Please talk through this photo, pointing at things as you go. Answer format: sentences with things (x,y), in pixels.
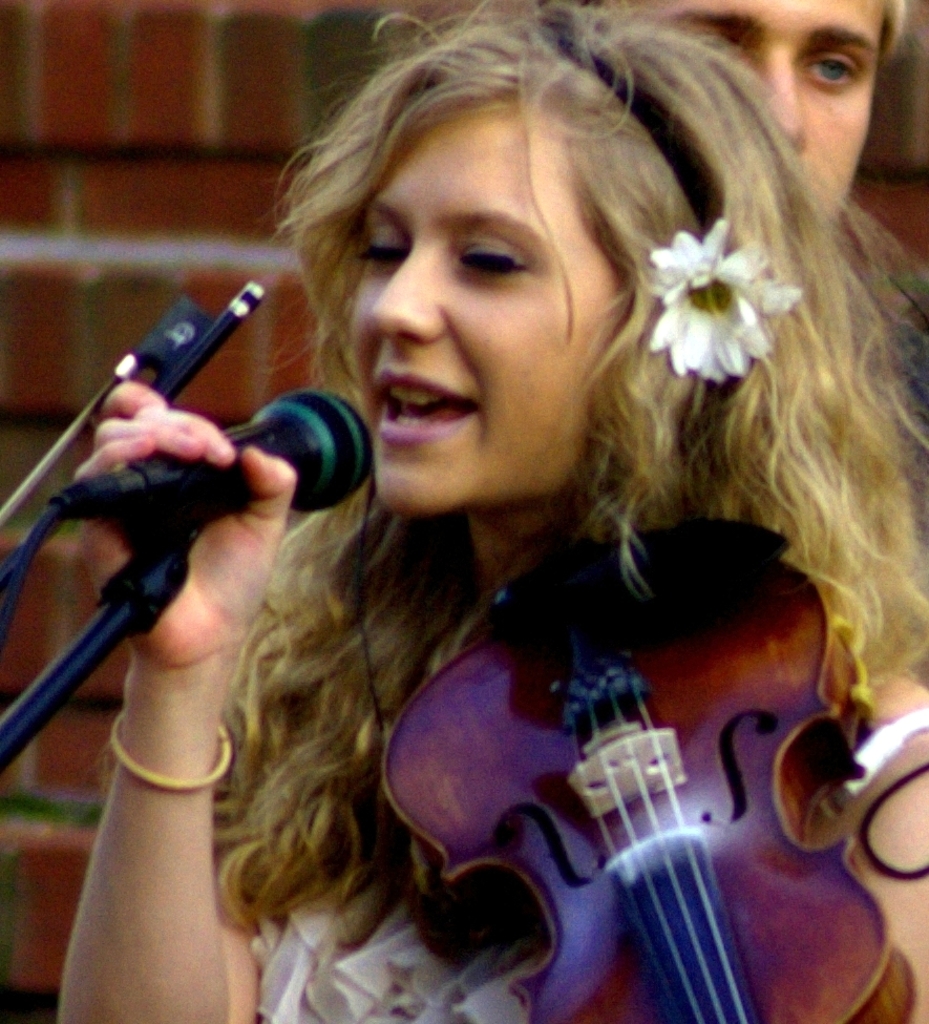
This image consists of a woman (127,737) who is holding a mic (267,438) and singing something. She is also holding a musical instrument (672,732) in her hand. There is a man (798,88) behind her.
